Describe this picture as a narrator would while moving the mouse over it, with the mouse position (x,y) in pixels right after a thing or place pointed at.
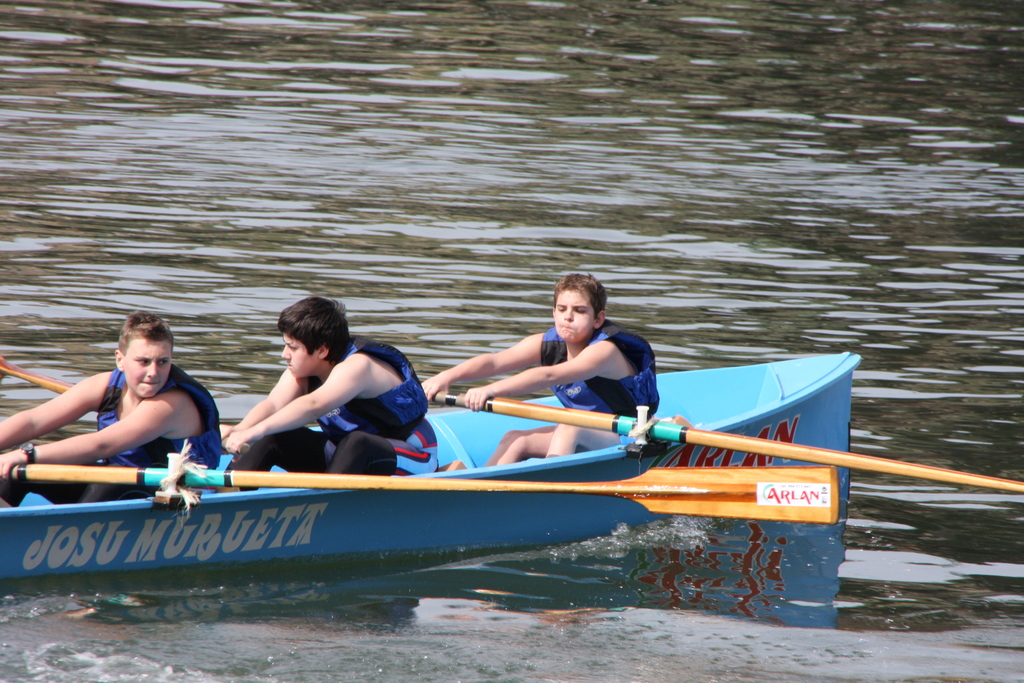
There are three people (338,437) sitting in the boat (606,457) and holding the paddles (667,496). I think they are rowing the boat (744,417). This boat (641,511) is on the water (756,224).
